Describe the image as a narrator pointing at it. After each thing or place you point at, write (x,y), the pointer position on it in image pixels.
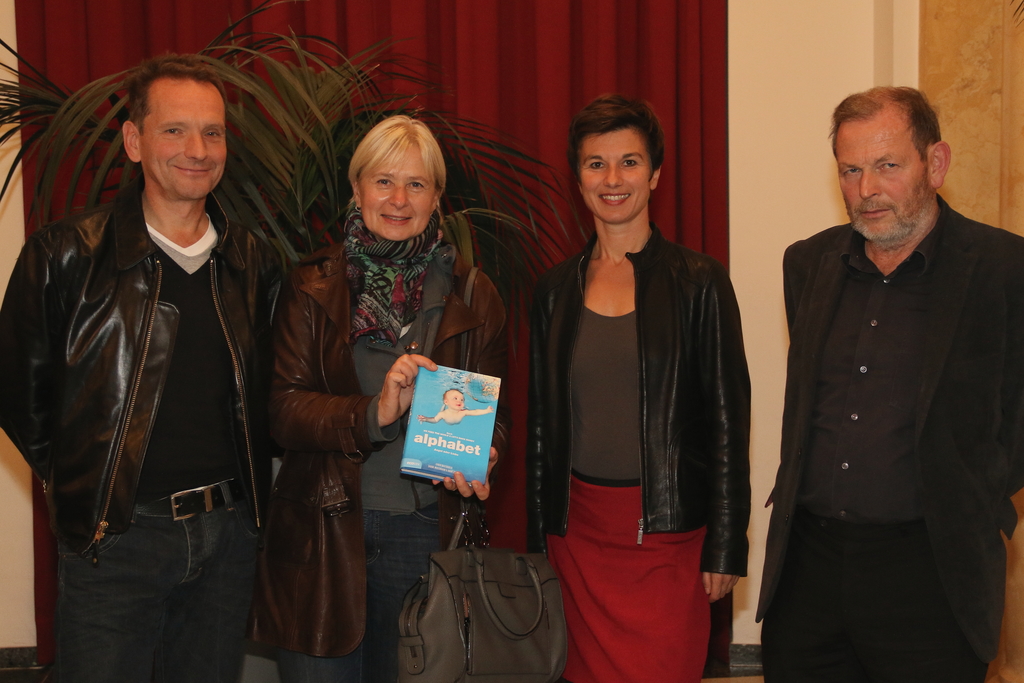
In the picture I can see four persons (859,486) standing on the floor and there is a smile on their faces (372,206). I can see a woman (389,598) holding a book (482,394) in her hand (423,364) and she is carrying a handbag (518,639). In the background (507,451), I can see a red color curtain (624,59) and a plant (372,93).
